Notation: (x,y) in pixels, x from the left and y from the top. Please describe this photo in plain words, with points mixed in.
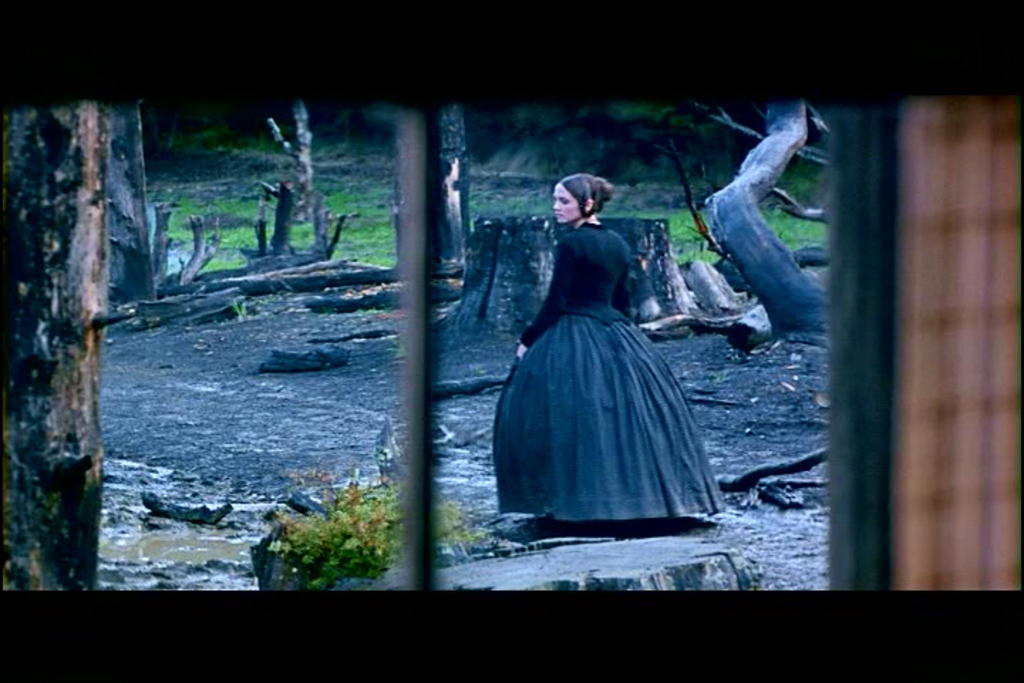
In this picture there is a woman (561,397) who is wearing a black dress (556,400). She is standing on the black land (729,519). Beside her I can see the water (172,534), clay (176,572) and plants (314,540). In front of her I can see the woods (374,268), trees (22,247) and grass (193,205).
